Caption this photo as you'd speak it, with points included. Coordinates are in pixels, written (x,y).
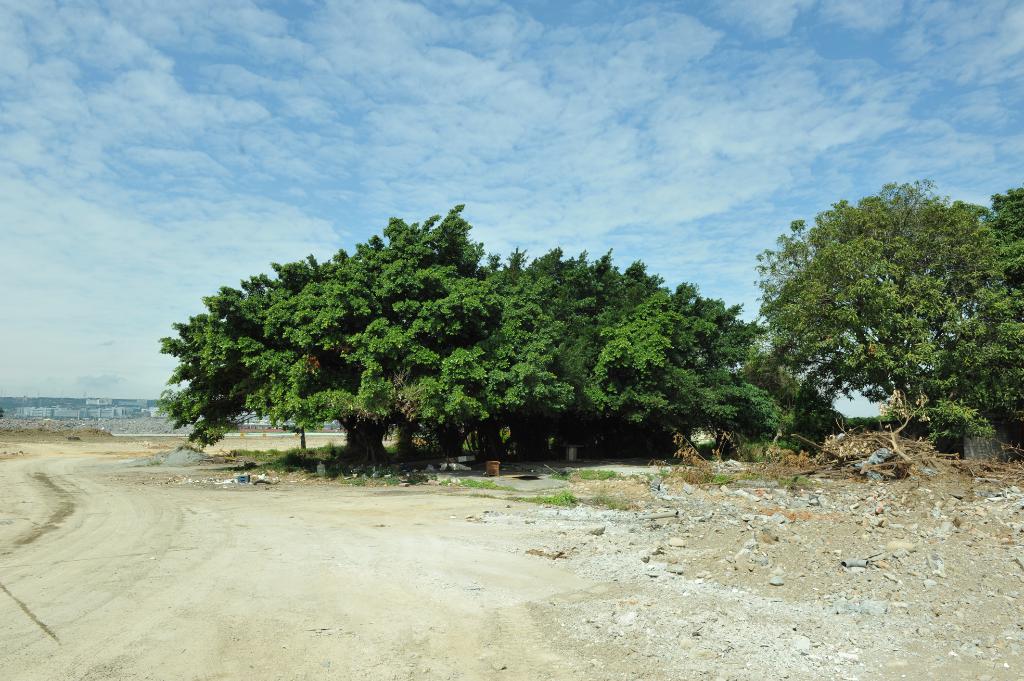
In the middle (391,317) I can see trees (429,380), stones (663,504) and grass (560,497). In the background (91,326) I can see houses (112,400), poles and the sky (372,93). This image is taken during a day on the ground (582,536).
